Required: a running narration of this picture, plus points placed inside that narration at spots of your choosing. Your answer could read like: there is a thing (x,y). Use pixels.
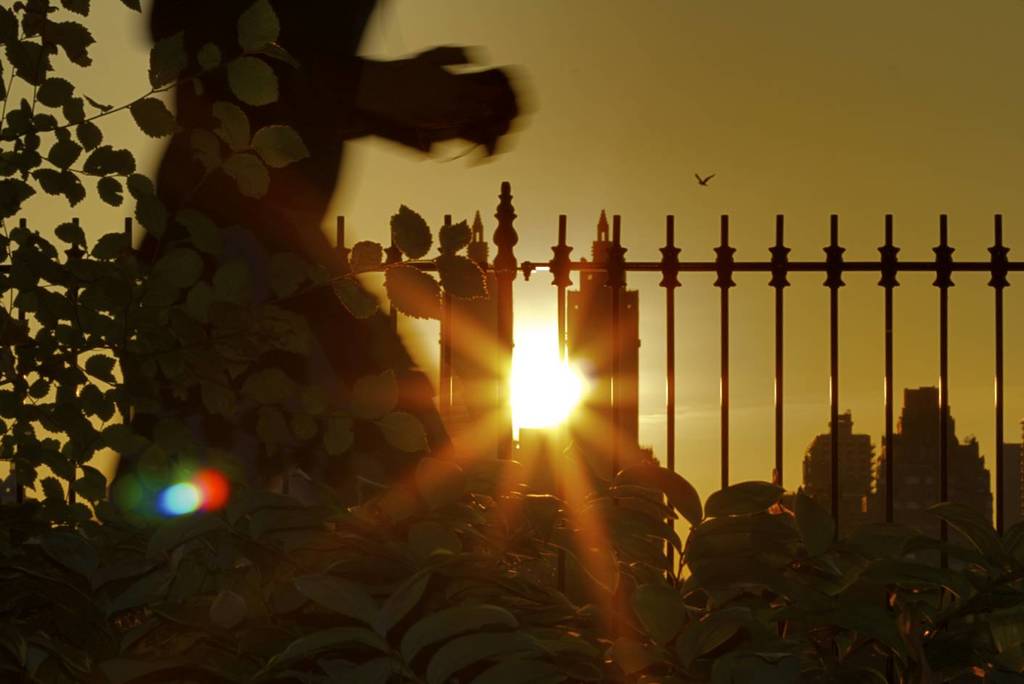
In this image, I can see the plants (951,626), iron grilles (730,358), buildings (842,474) and a person (303,306). In the background (535,169), there is a bird (700,180) flying in the sky (718,106).
